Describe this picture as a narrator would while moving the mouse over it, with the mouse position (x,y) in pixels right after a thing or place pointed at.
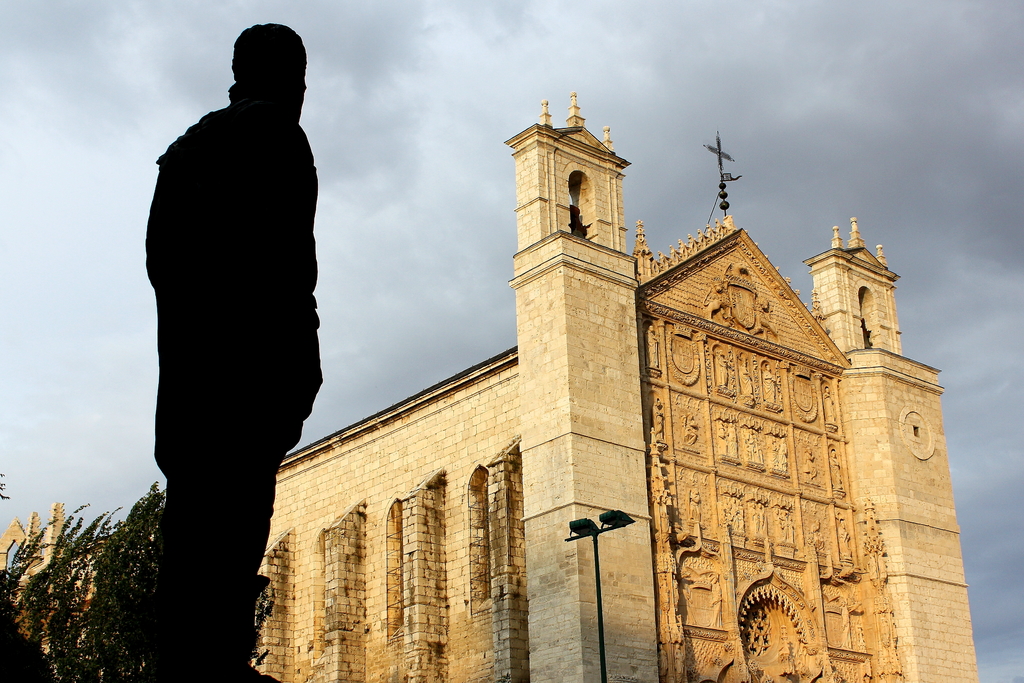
In this picture I can see a person (201,585) standing, there is a pole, lights (602,535), trees (61,676), there is a building (574,561), and in the background (462,155) there is sky (387,229).
